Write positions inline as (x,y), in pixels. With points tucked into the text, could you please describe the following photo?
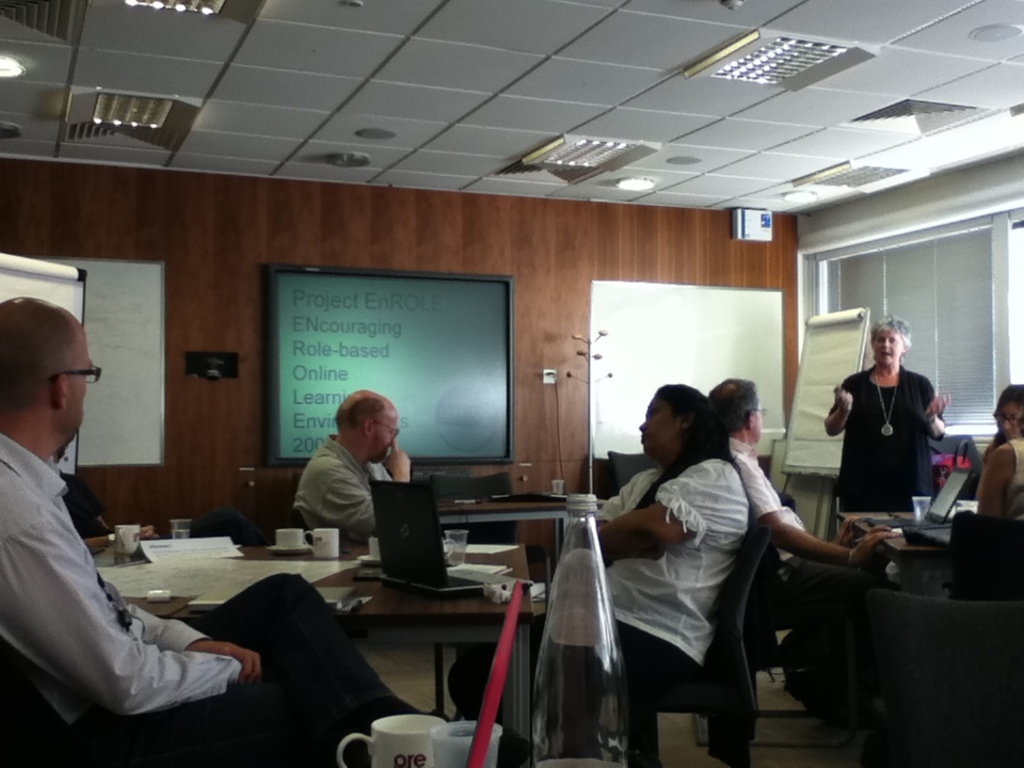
The women (908,406) in the right corner (892,417) is standing and speaking in front of a group of people (676,571) who are sitting in chairs (461,492) and there is a table (345,549) in front of them which has some laptops (408,537) and some papers (231,558) on it.
